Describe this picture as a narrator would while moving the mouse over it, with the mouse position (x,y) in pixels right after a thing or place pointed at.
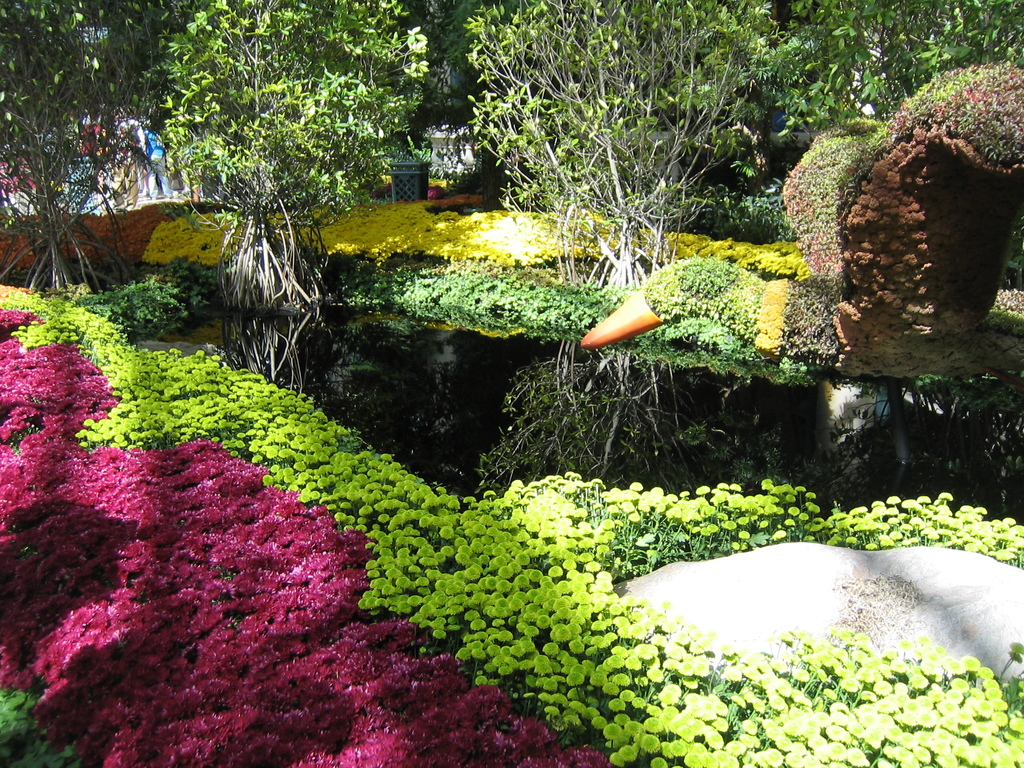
In the center of the image (665,426) we can see a pond (422,389) and there are shrubs (295,678) and plants (557,498). In the background (268,126) there are trees (326,145) and bushes (71,69).
